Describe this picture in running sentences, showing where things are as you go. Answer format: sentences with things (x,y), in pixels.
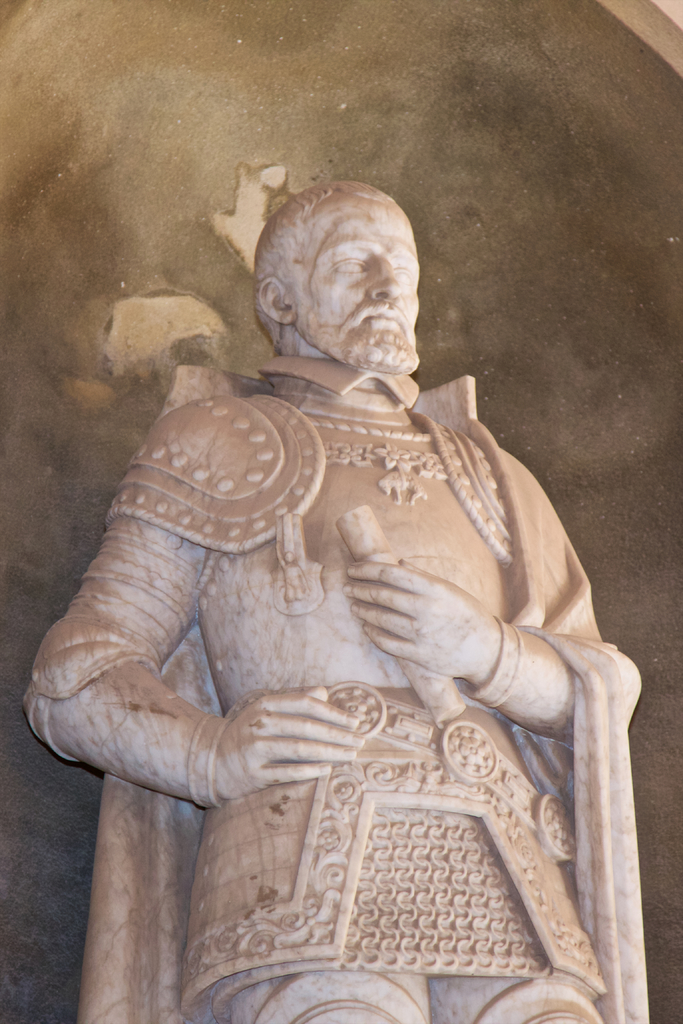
In this image, in the middle (440,413), we can see a statue (351,388). In the background (343,177), we can see black color.
